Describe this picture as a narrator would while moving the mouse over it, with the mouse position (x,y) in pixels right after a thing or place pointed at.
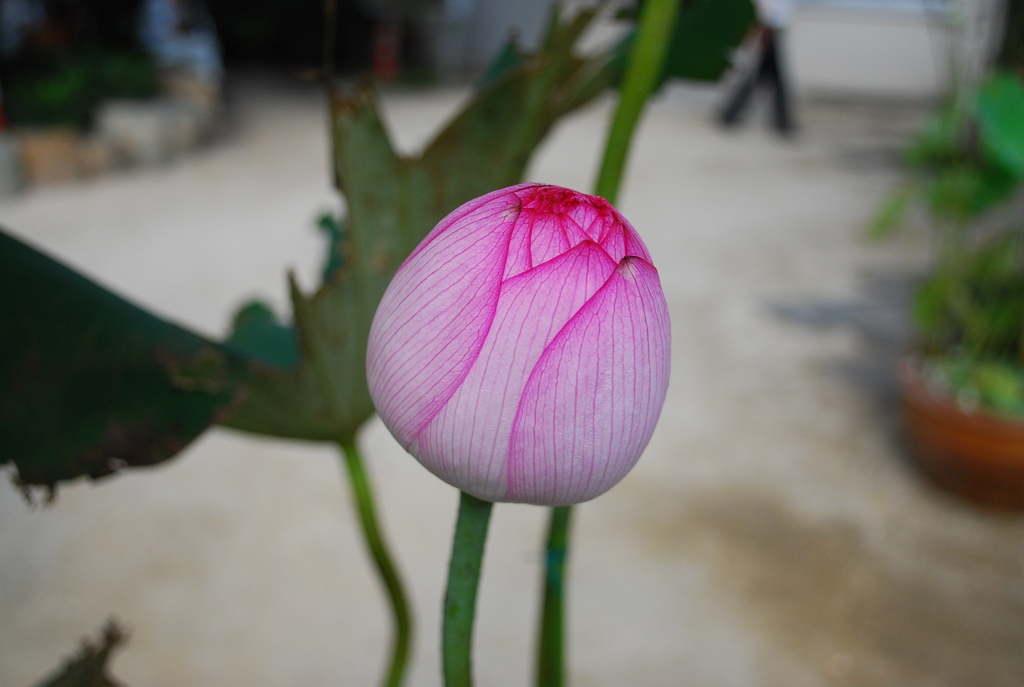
In this image there is a flower (447,413), in the background (792,556) it is blurred.
